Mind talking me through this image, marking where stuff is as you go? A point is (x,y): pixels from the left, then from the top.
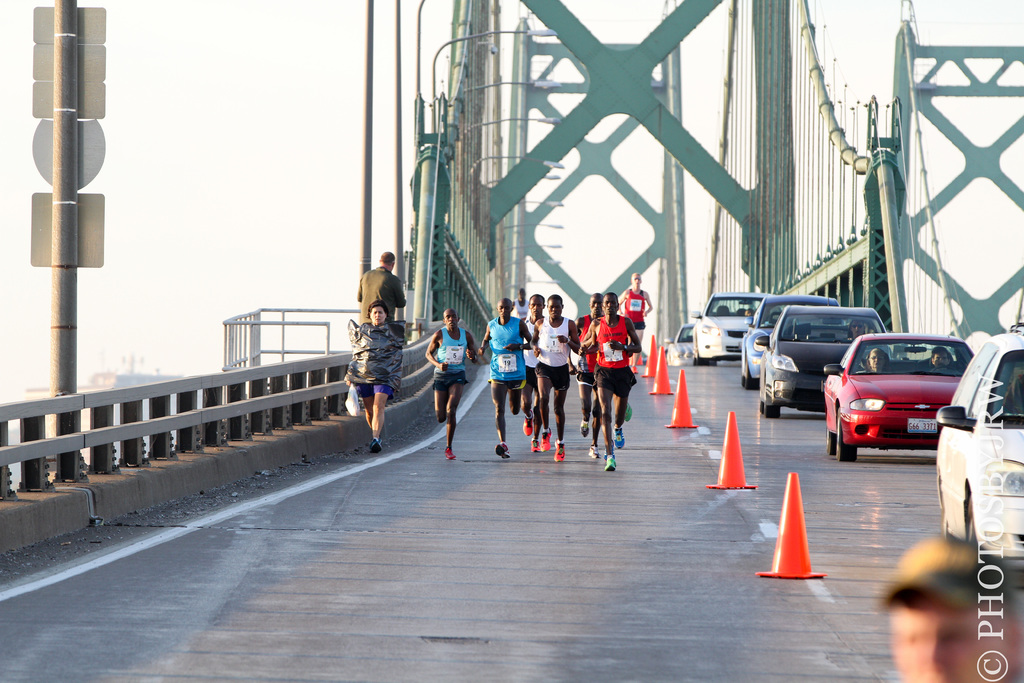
There are group of people (449,374) running and two persons (388,382) are walking. These are the cars (835,396) moving on the road (875,460). These are the streetlights (529,117). This looks like a bridge (612,68) which is built with iron (777,165). This is a pole (65,26) with some boards (87,172) attached to the pole (71,255). These are used like a divider (780,536) on the roads (772,510), which are orange in color.
